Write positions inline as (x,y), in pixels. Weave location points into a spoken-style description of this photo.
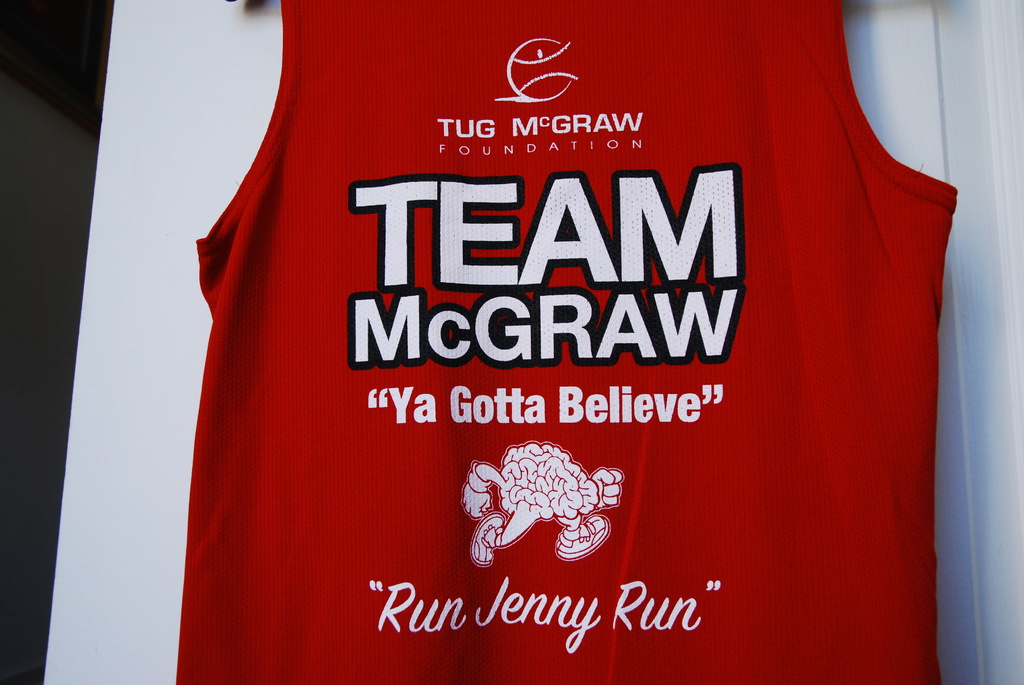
In this image printed red tank top (450,340) on a door (125,85).
